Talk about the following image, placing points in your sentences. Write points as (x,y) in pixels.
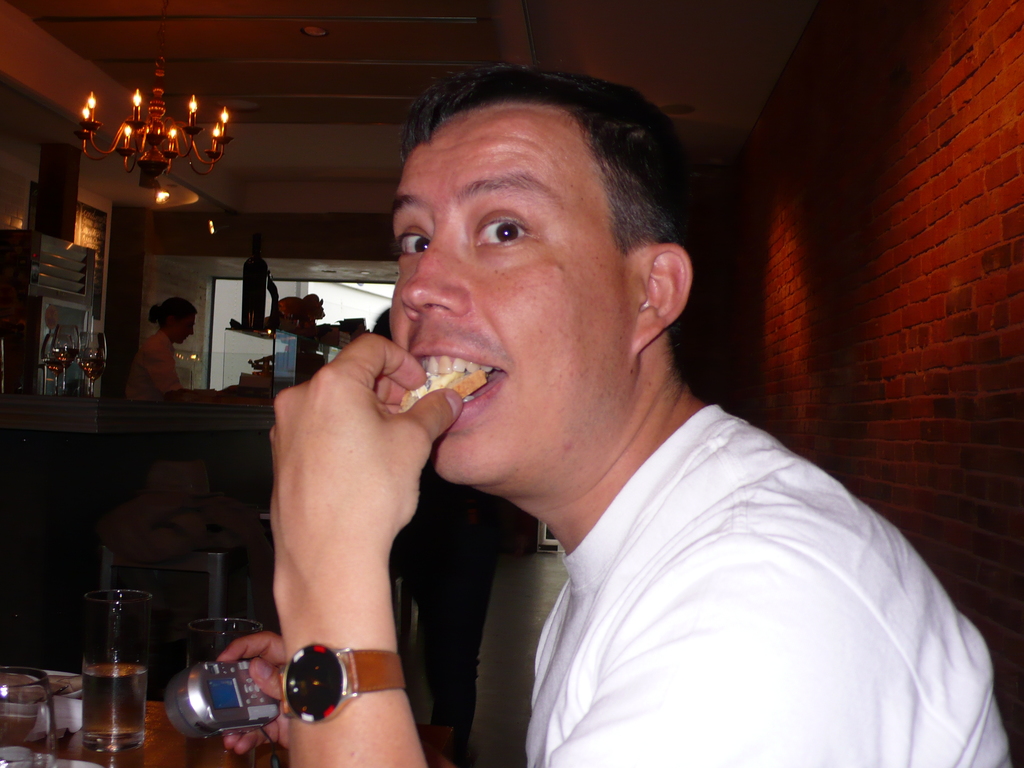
In this image there is a person (397,396) sitting in a chair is putting a piece of bread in his mouth (454,357), the person (591,434) is holding an electronic gadget (266,712) in his hand (277,679), in front of him on the table (149,712) there is a glass of water (124,710) and some other objects (28,747), beside the person (292,465) on the counter (190,402) there is a woman (158,367), on the counter (165,397) there are glasses of wines (93,390) and some other objects (267,341), behind the woman (158,340) there are some other objects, on top of the image (84,109) there is a chandelier (214,160), beside the woman (145,363) there is a glass window (357,312), behind the person (635,567) there is a wall (897,277).
